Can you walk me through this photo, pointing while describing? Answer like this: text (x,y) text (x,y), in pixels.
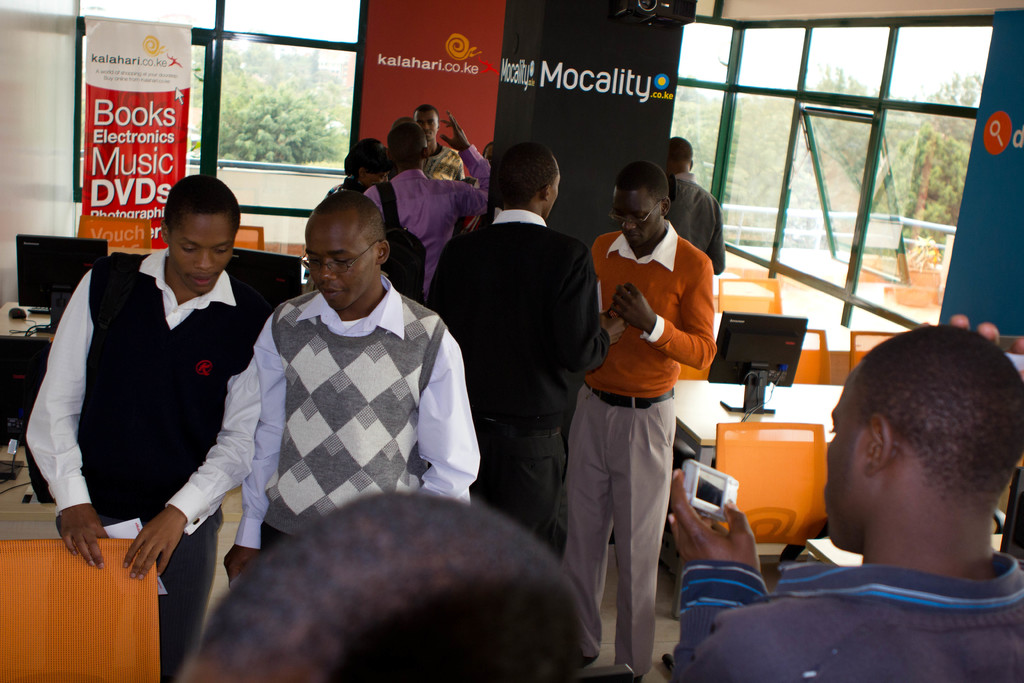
There are many people (356,361) standing. Person (876,572) on the right (842,577) is holding a camera (705,509). There are tables (717,418) and chairs (734,427). On the tables (755,420) there are computers (732,337). In the back (181,130) there are banners (642,108). Through that we can see trees (305,73).
